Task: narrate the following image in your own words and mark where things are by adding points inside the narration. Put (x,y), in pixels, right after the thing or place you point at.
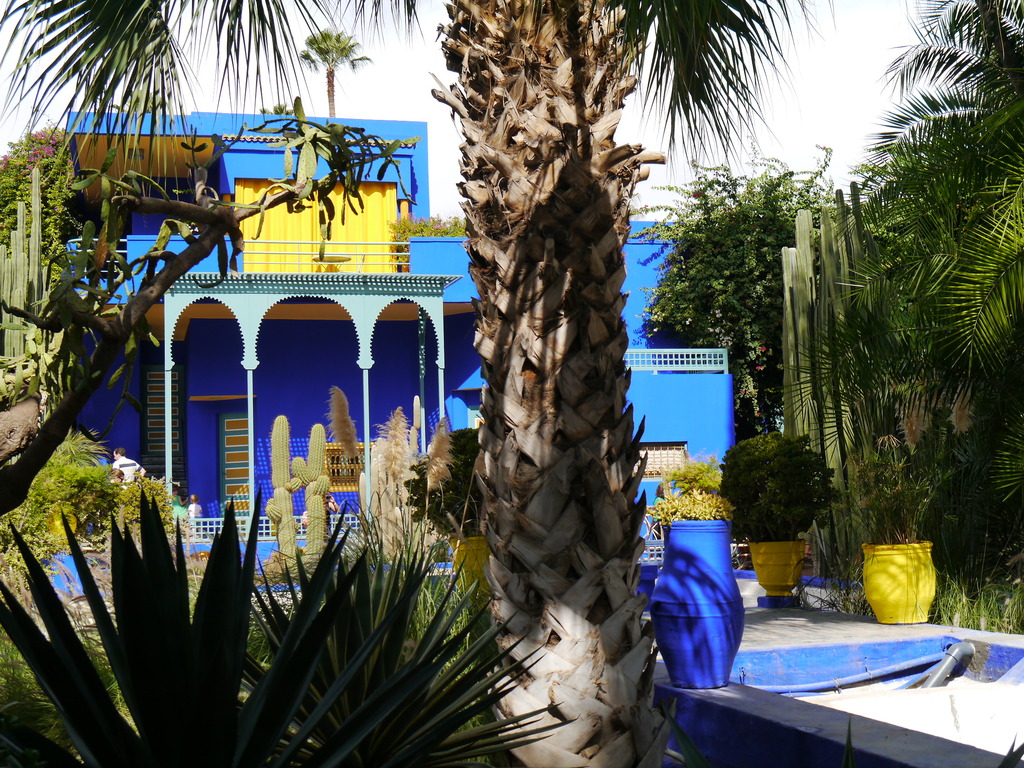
There are plants (950,391) and a tree (512,391) in the foreground area of the image (495,407), there are trees (765,333), a house (448,377) and the sky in the background (458,341).
